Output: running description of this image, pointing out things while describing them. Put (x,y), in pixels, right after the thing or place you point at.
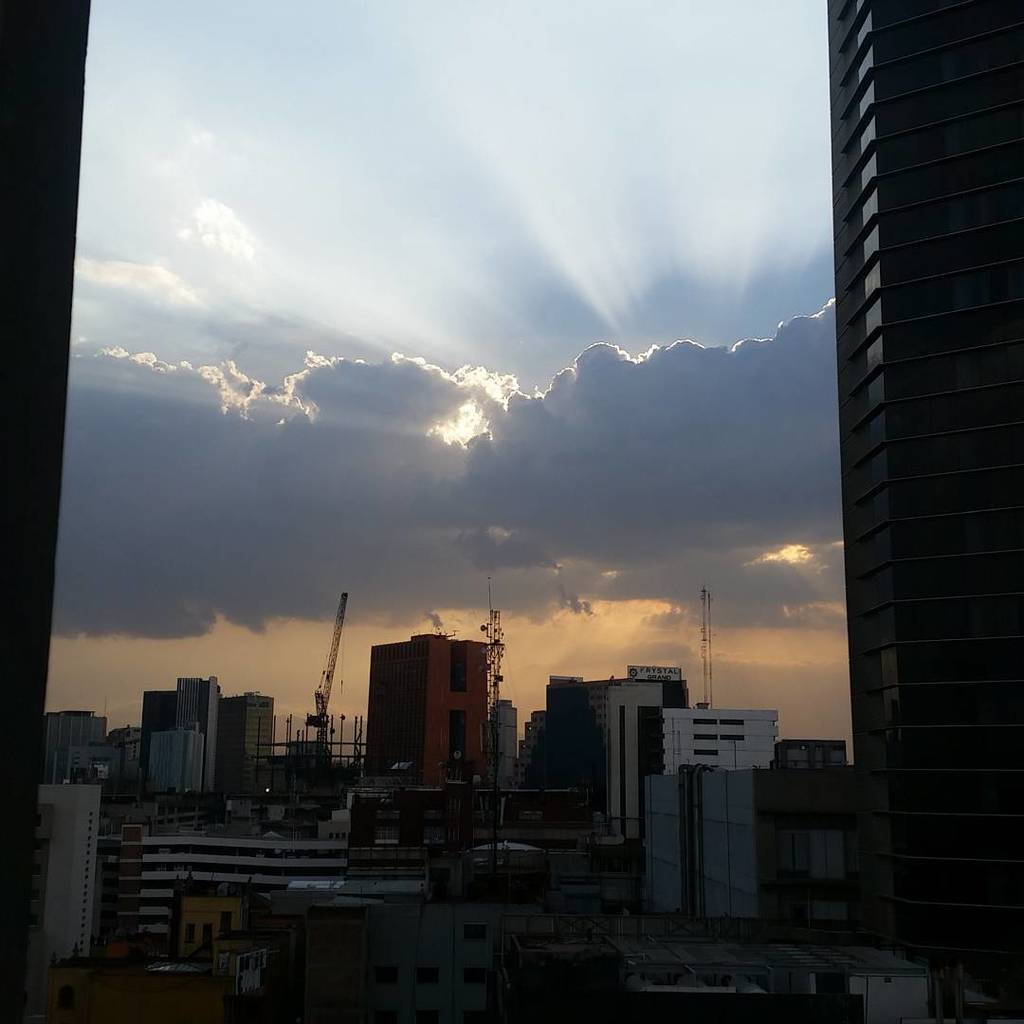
In this image I can see few buildings (588,739), windows (470,936) and cranes (325,727). The sky (452,410) is in blue and white color.
